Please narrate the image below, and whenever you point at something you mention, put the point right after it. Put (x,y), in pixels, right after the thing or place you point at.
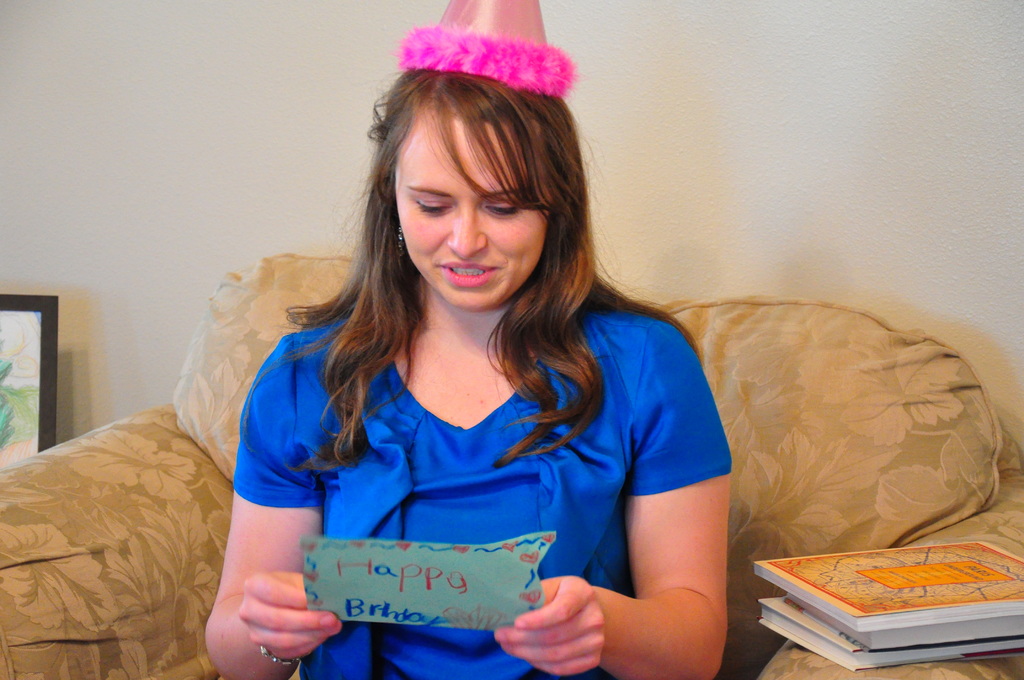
In this picture there is a woman (386,493) sitting on a chair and holding a card (375,612) and wore cap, beside her we can see books (791,619). In the background of the image (95,280) we can see frame (39,320) and wall (137,174).
